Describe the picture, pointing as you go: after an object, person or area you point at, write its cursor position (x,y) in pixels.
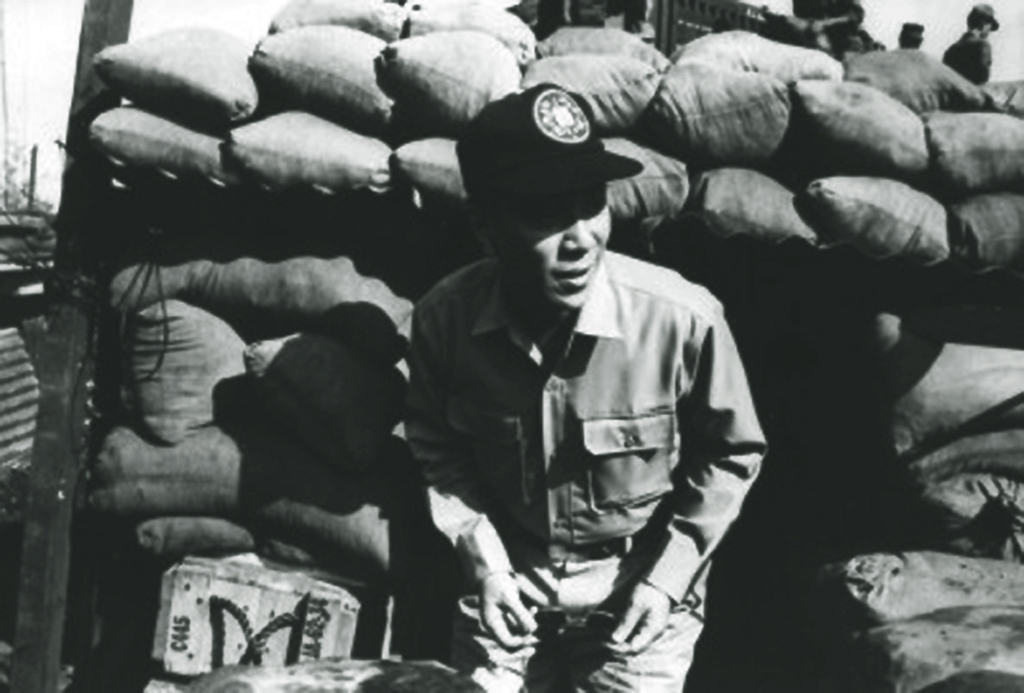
In this image I can see a man (681,439) is there, he wore shirt (691,497), trouser (680,629) and a cap (582,171). Behind him there are gunny bags (626,202), this image is in black and white color.
